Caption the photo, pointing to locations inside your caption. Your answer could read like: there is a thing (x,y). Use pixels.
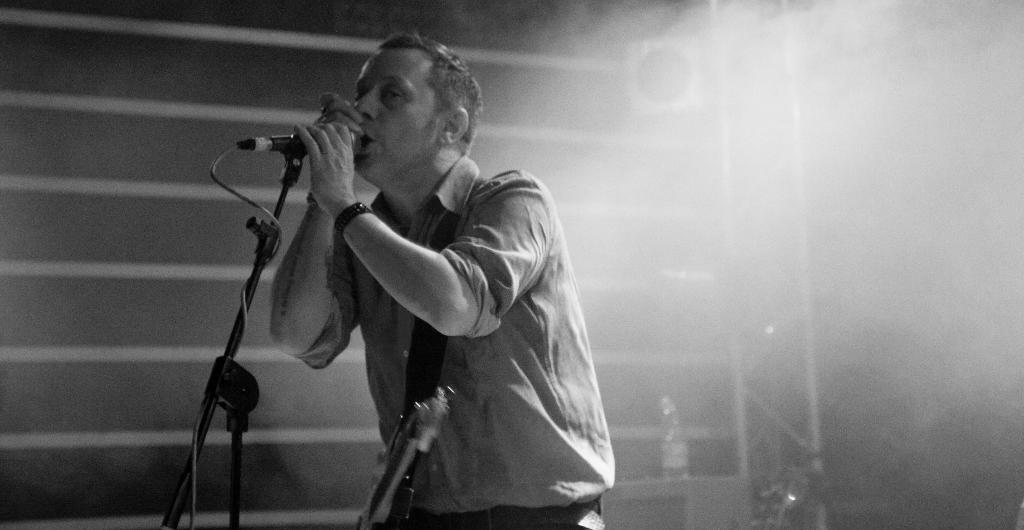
As we can see in the image there is wall (111,279), a person (479,359) standing and holding a mic (295,142). The image is little dark.
